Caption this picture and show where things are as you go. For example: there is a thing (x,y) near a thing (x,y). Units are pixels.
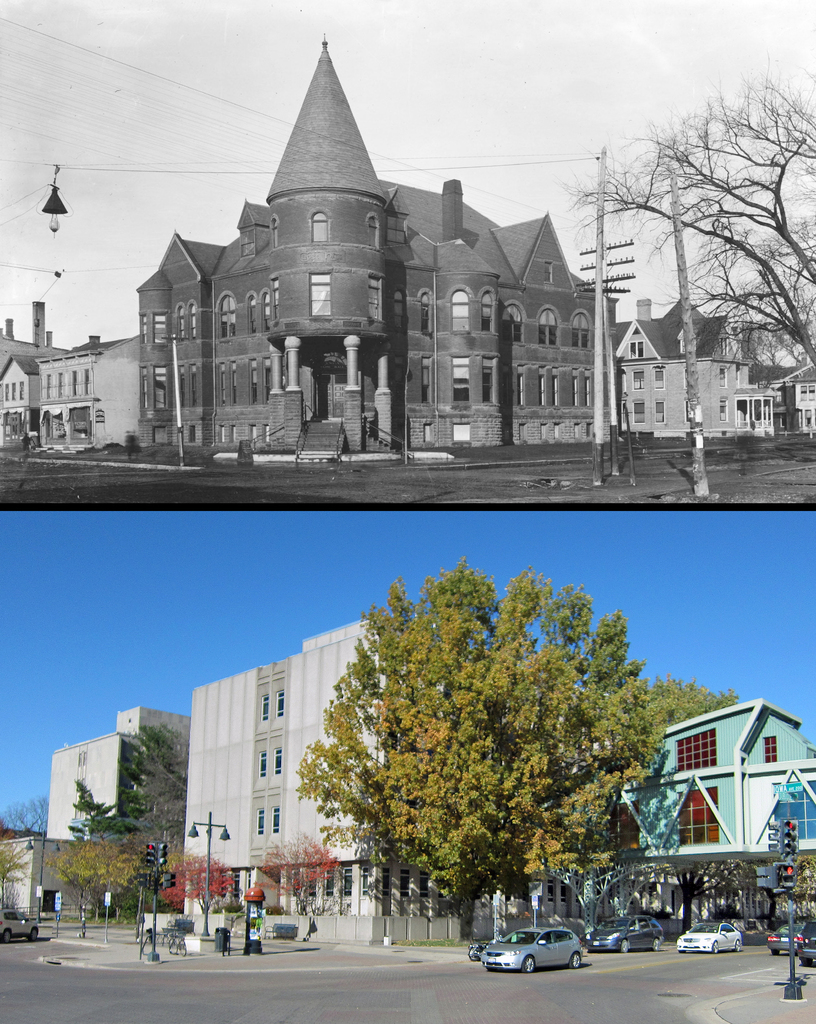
In the foreground (335,757) I can see fleets of cars (702,932), poles (154,903), wires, trees (302,913) on the road (446,967) and buildings (402,882). In the background (277,601) I can see the sky (375,111). This image is taken during a day.
